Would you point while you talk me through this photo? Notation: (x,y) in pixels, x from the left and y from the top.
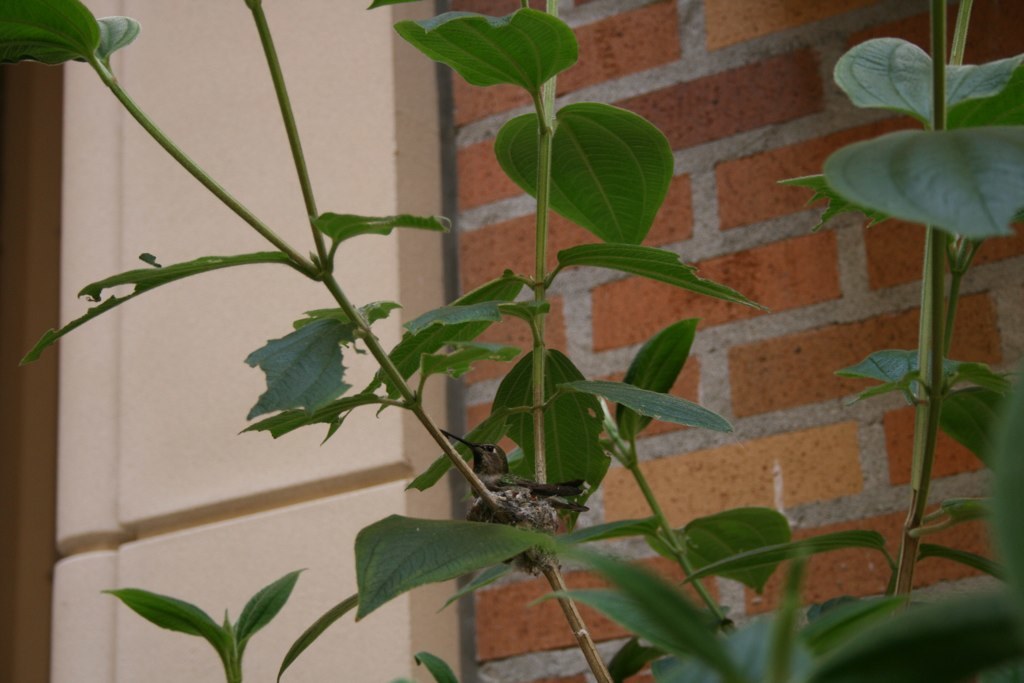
In this image we can see a bird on the plant (630,406), also we can see the wall (607,287).
